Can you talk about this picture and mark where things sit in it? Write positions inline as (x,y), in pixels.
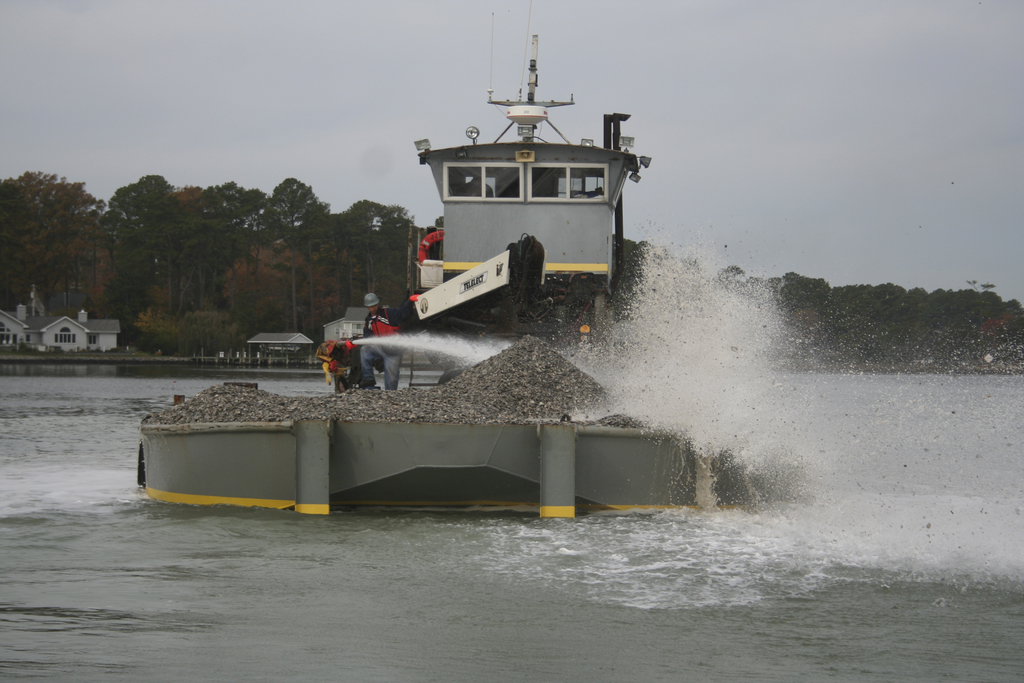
In the center of the image (507,365) we can see one ship (453,264) on the water (413,377). On the ship (492,302), we can see one banner (461,288), one person (386,346) standing and holding some objects (328,353) and a few other objects (525,371). And we can see he is wearing a helmet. In the background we can see the sky (978,49), clouds (935,65), buildings (40,303), trees (276,305), water (123,654) and a few other objects (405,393).
